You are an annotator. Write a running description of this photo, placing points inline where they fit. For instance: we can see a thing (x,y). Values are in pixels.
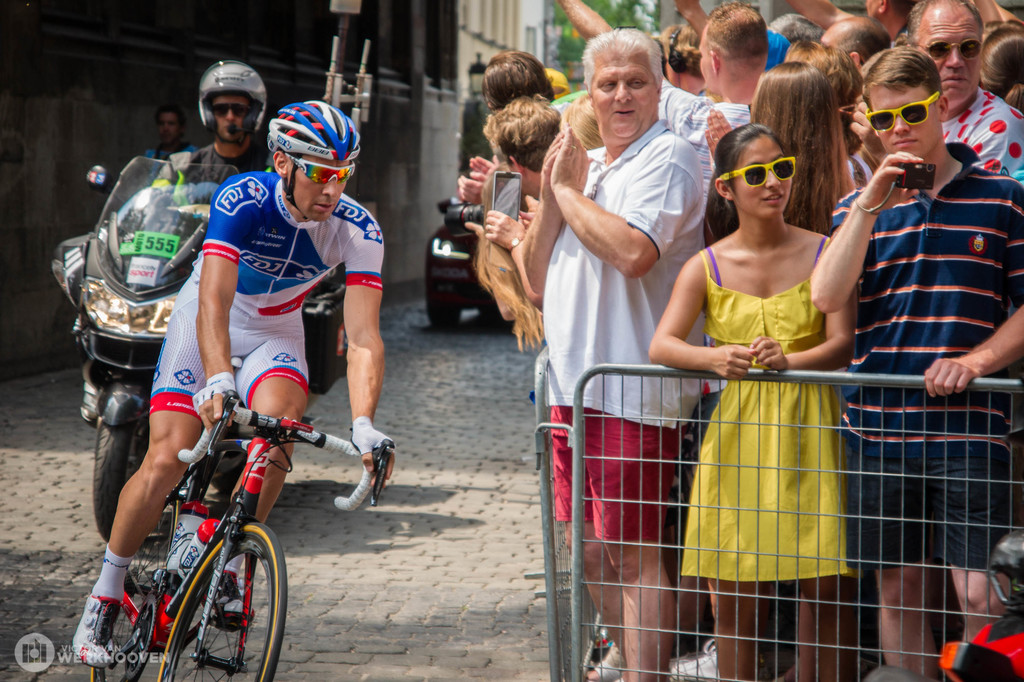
In this image there are group of people (271,291) a person (252,332) white and blue t-shirt (278,229) riding bicycle (219,528) and a person (226,162) with black t-shirt (240,160) is riding motorbike (122,352). A person (903,341) with blue t-shirt (926,270) is holding camera (905,185) and there is a car (448,294) at the back side (448,248).
